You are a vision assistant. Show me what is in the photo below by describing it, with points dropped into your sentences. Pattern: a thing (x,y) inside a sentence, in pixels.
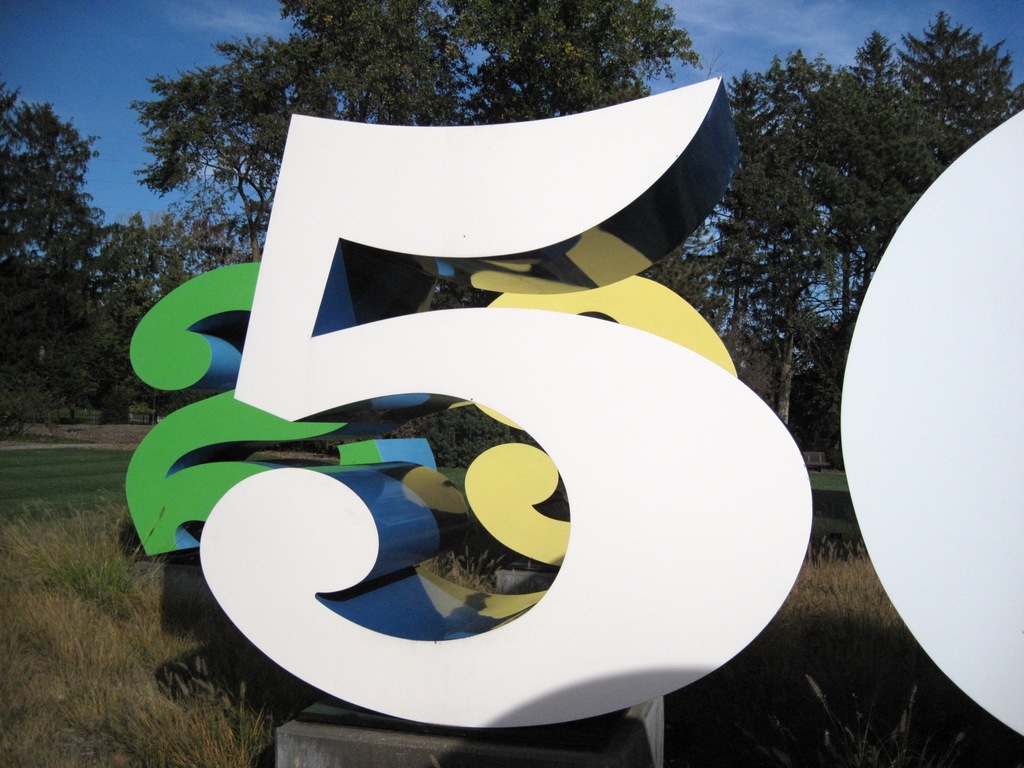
In this image there is numbers (458,517) on the surface (441,751), there are grass (20,484), there are plants (309,83), there is the sky (120,70).
